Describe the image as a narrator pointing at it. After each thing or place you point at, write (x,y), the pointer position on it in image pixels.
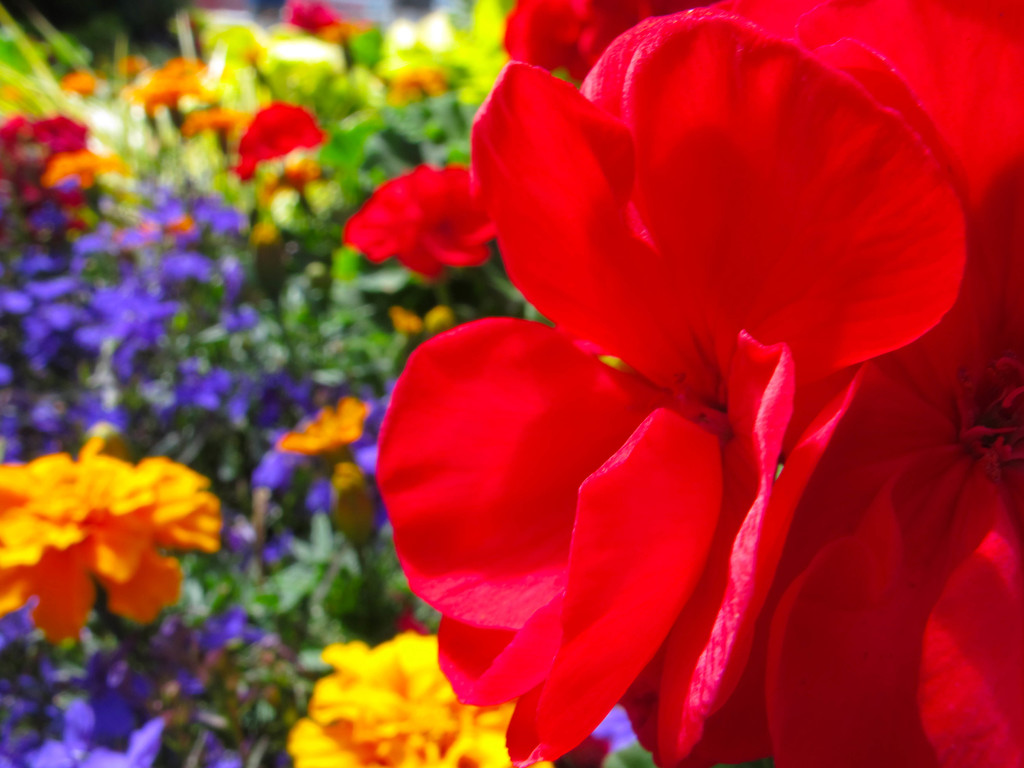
This image is taken outdoors. On the left side of the image (283,625) there are many plants (262,608) with green leaves (277,586) and stems (175,148). There are many flowers (325,729). They are in different colors. On the right side of the image (763,271) there are a few red flowers (573,480).
